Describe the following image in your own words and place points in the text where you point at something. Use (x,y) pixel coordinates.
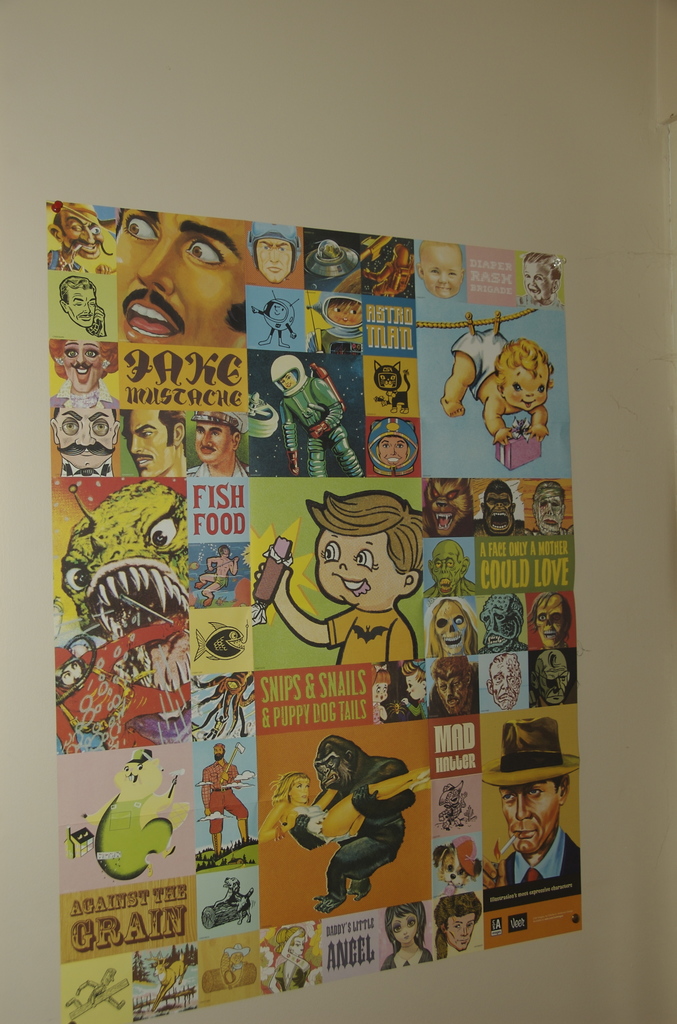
A poster (268,426) is on wall (238,141). Animated pictures (375,907) are on poster (302,687).
